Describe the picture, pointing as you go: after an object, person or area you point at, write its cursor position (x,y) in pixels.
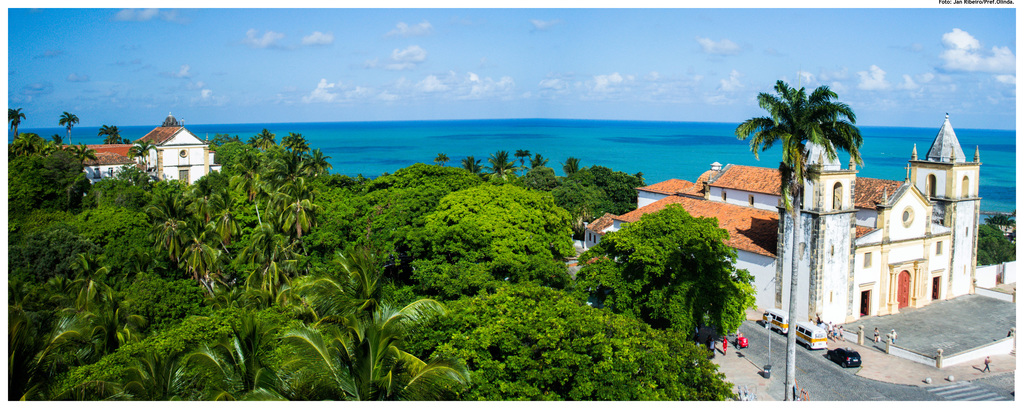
In this image there are vehicles (830,357) on the road (833,379). There are people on the pavement (857,341). Right bottom there is a fence (999,345). There is a person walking on the pavement (1000,363). Background (258,230) there are trees (438,249) and buildings (118,152). Behind there is an ocean (666,164). Top of the image (44,83) there is sky (512,69), having clouds (988,73).
